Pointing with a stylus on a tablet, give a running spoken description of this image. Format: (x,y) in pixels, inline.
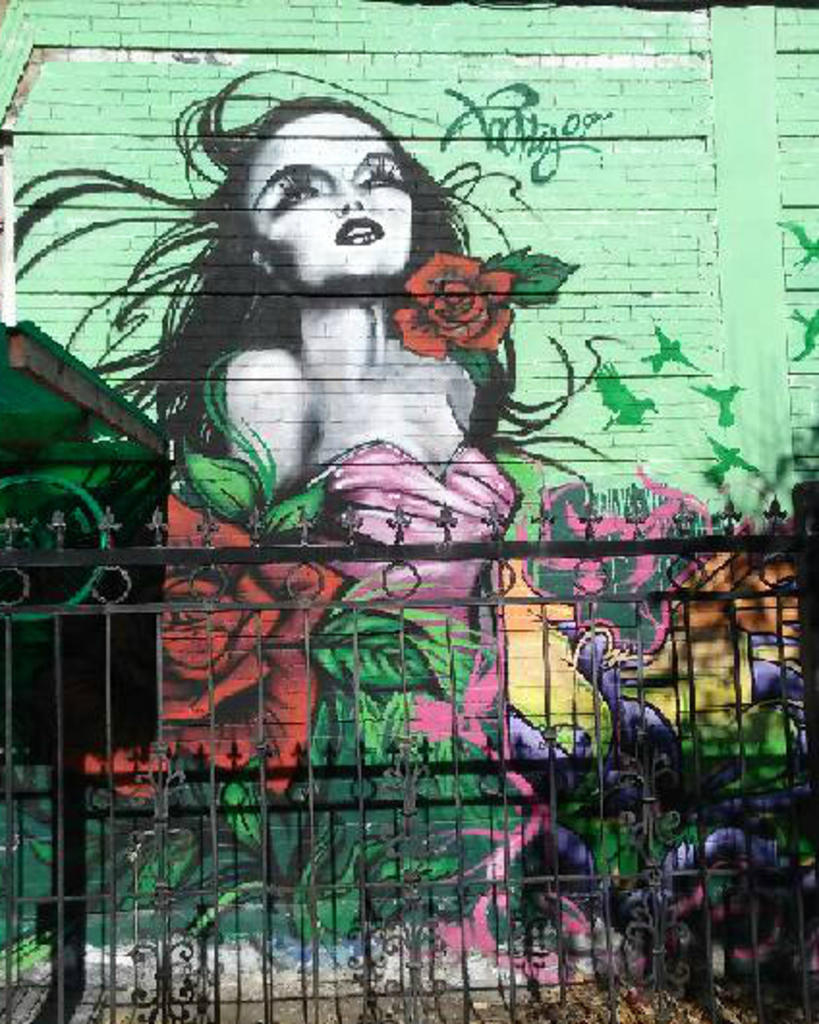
In this image there is a fence (9,545). Behind there is a wall (221,639). On the wall (414,330) there is a woman picture (287,327) and few flower pictures (341,653) are painted on it.
